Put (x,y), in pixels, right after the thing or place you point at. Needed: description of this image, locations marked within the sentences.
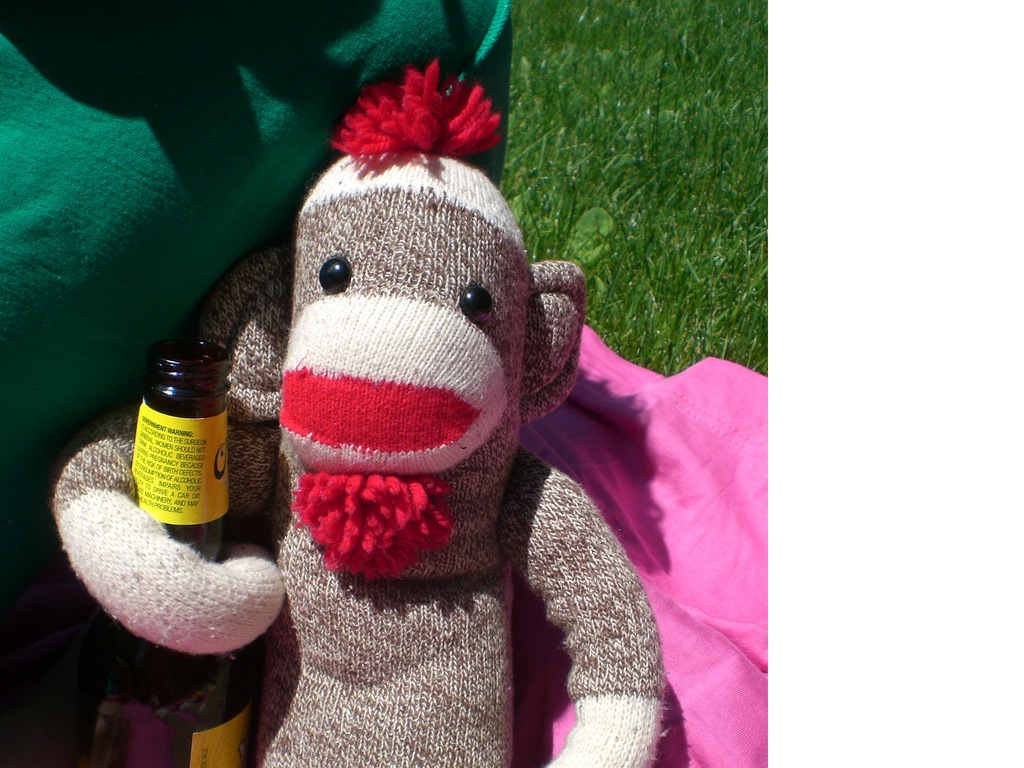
In this image we can see a monkey toy (555,595) made up of wool (289,388), beverage bottle (216,497) and grass (585,193).
